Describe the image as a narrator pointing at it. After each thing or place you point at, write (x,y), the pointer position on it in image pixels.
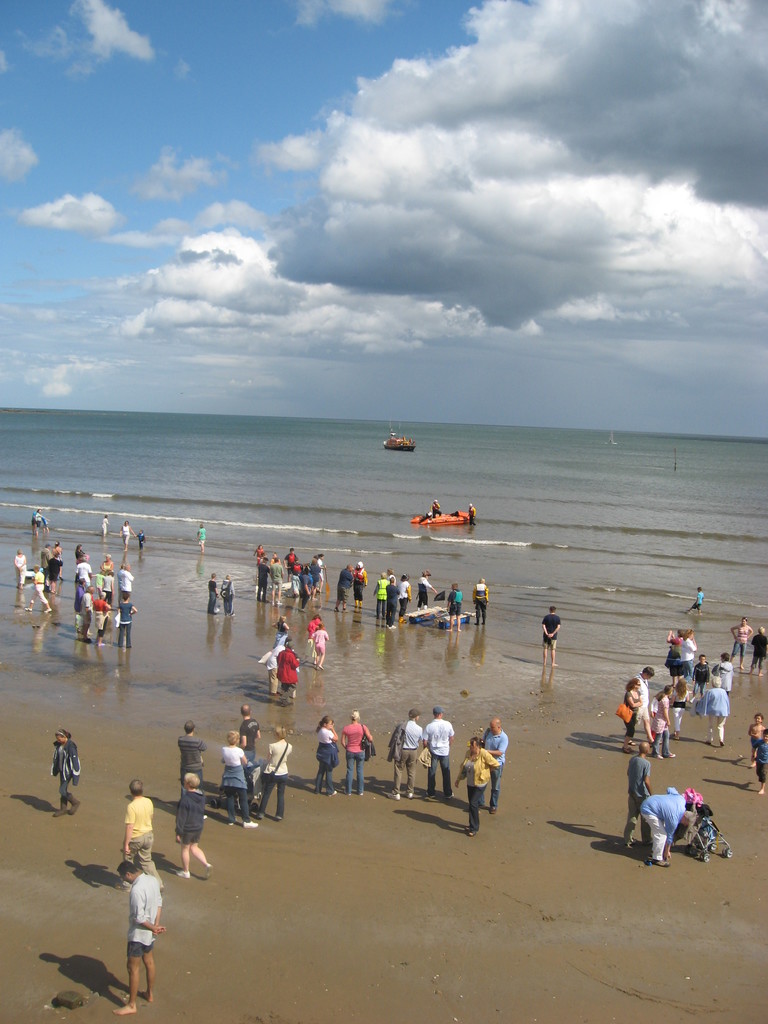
In the foreground of this image (308,628), there are persons (121,610) walking and standing on the sand (515,668). In the background (505,475), there is water (354,464) and there are two boats (441,523) on it. On the top (258,119), there is the sky (256,112) and the cloud (567,76).
